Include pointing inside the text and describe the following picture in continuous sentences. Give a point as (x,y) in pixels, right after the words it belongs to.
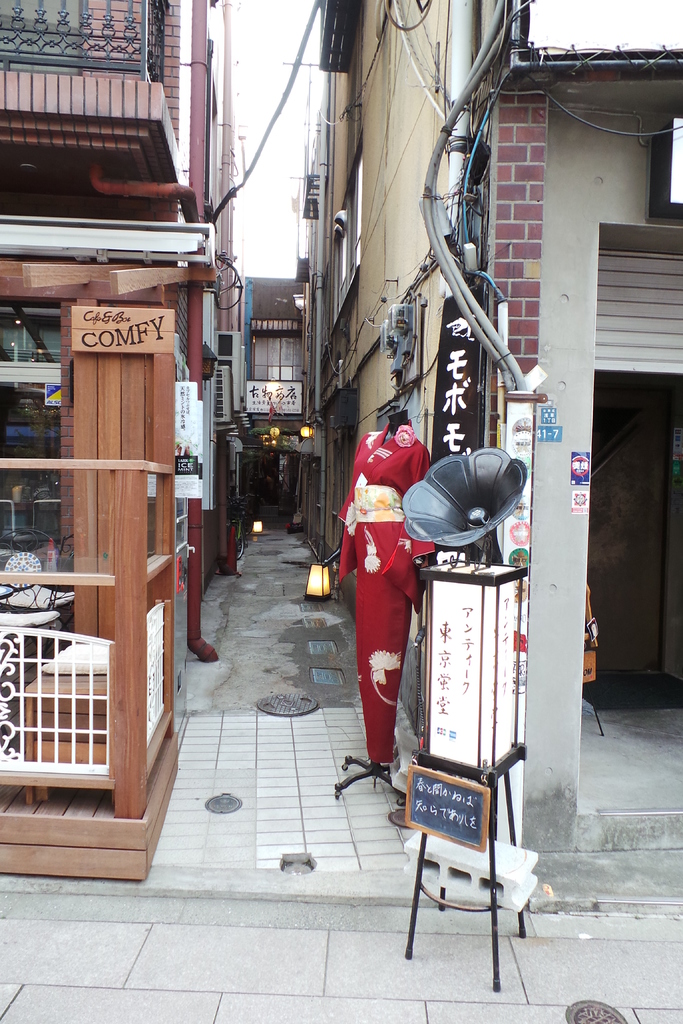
This is an outside view, in this image on the right side (563,633) and left side (20,325) there are some buildings (177,598), manikin (361,618), boards (434,780), lights (437,611), pipes (453,134) and some other objects (469,865). At the bottom (161,858) there is a floor (314,893).
